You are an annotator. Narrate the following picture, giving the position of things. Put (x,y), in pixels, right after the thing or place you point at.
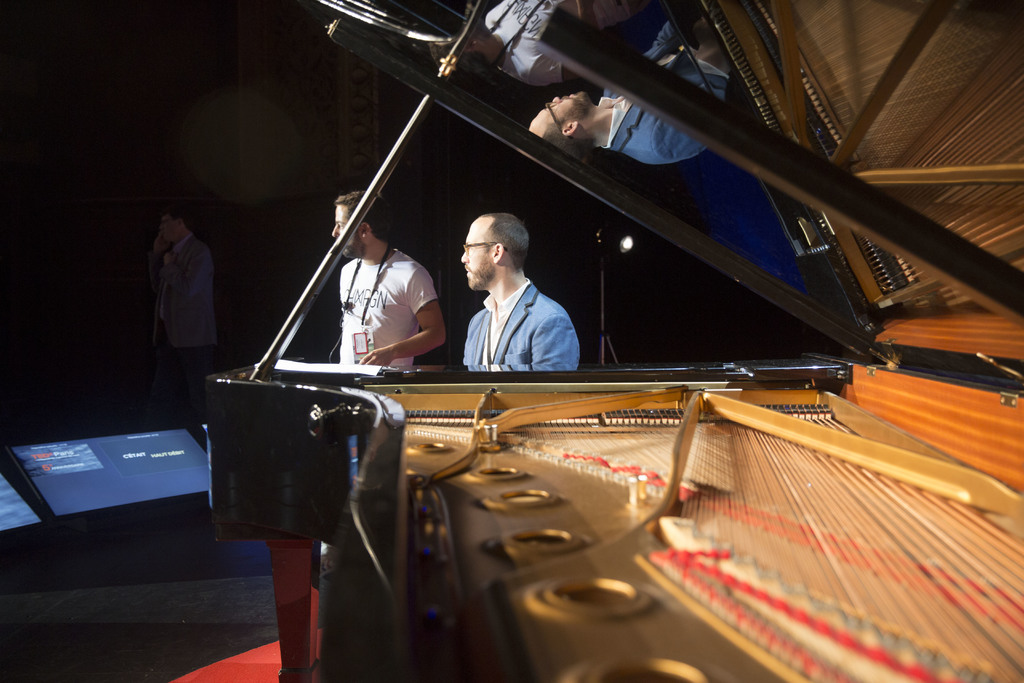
In this image, there are three persons (406,305), a grand piano (747,517) and a light (602,241) with a stand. On the left side of the image (93,498), I can see two screens (81,502) on the floor (90,569). The background (622,337) is dark.
